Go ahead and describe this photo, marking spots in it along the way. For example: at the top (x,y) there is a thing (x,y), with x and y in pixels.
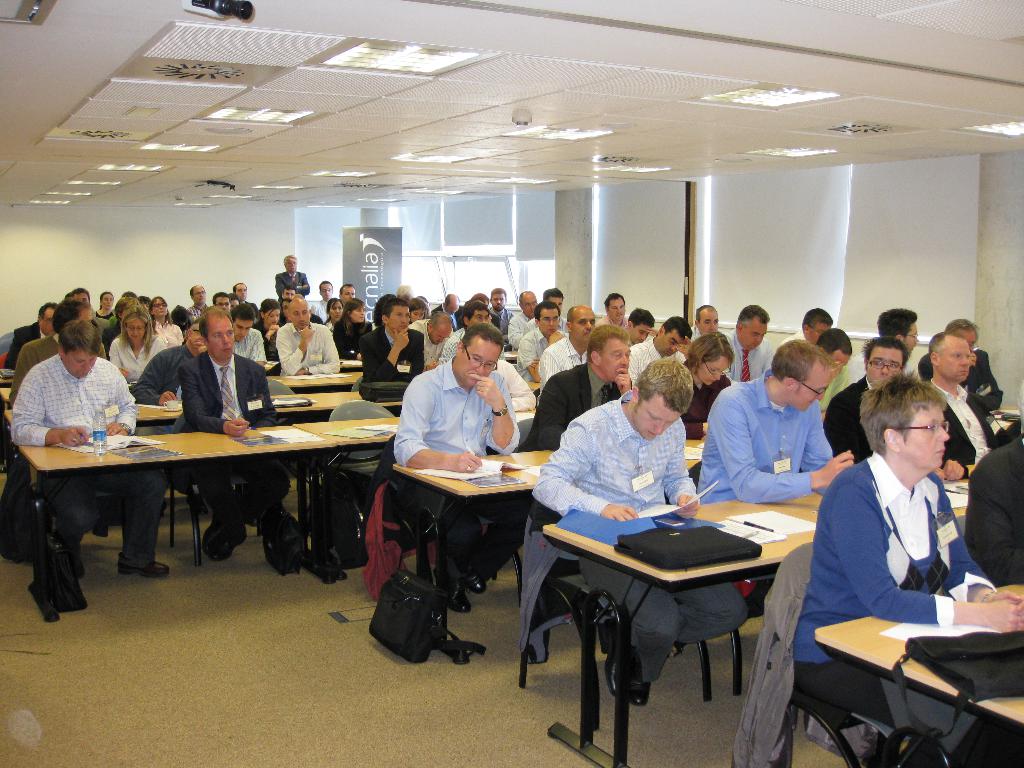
There are many people (575,413) sitting inside a room (675,552). In front of them there is a table (769,549). On the table (684,573) there are some bags (717,543), papers (793,522), files (636,526), bottles (99,440). On the top (537,133) there are some lights (441,162). In the background (379,257) there is a poster (368,258) and a man (280,275) is standing at the back (295,267). We can also see a pillar (567,223).
